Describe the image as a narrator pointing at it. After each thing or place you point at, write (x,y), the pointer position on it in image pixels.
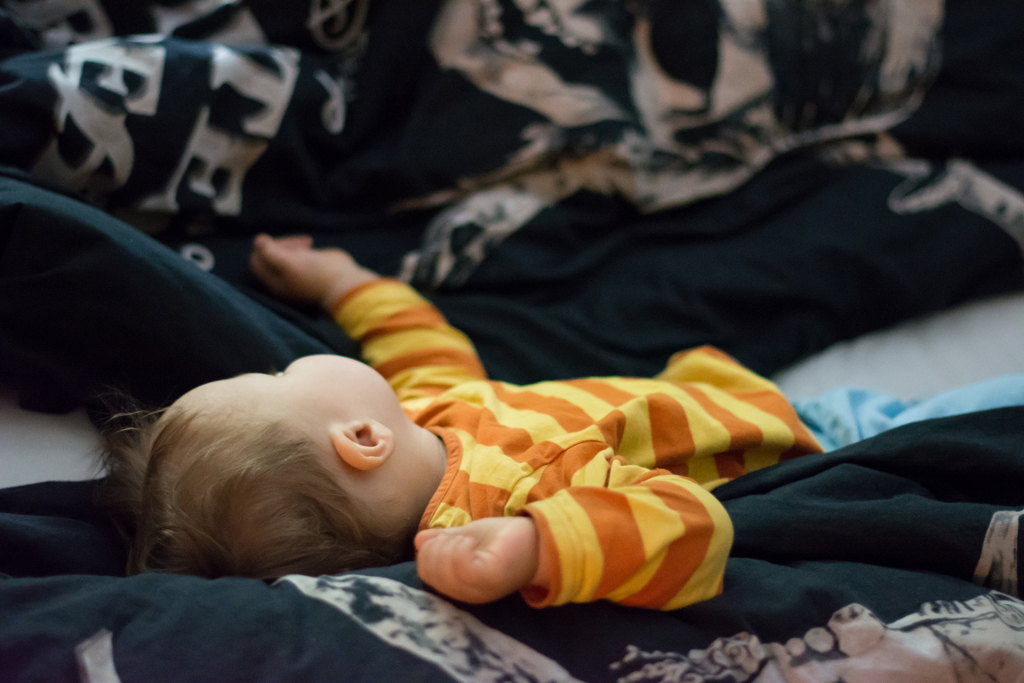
In this image I can see a baby (552,423) sleeping. The baby (412,471) is wearing yellow and orange color shirt (529,435), and I can see black color blanket (542,264).
